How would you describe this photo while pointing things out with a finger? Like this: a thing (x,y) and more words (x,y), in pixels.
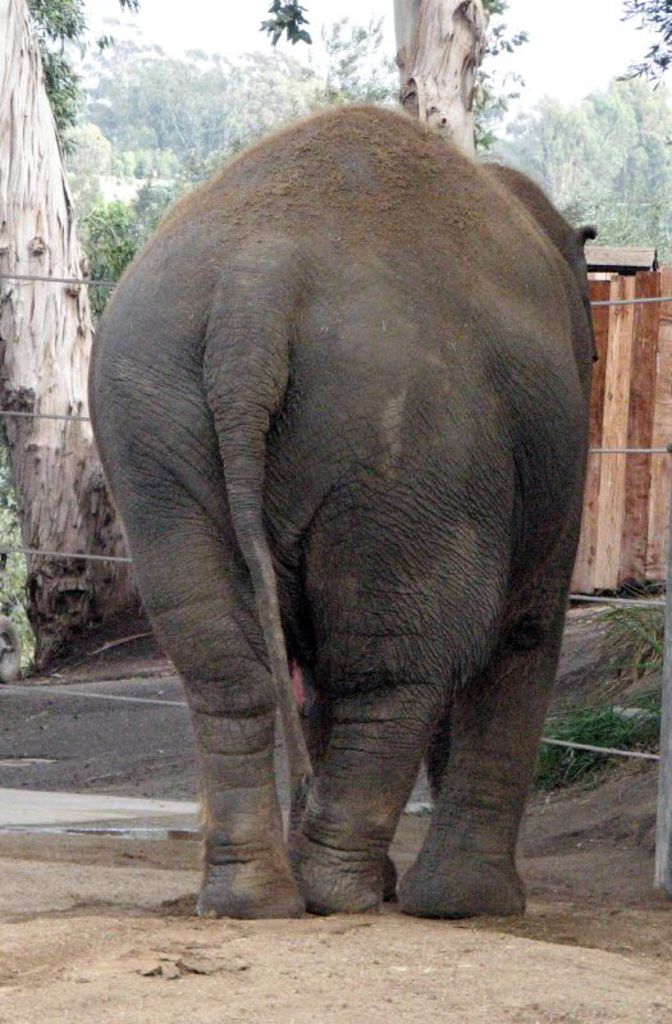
In this image I see an elephant (431,340) which is of black in color and I see the soil (99,762). In the background (48,638) I see the wires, wooden fencing (630,284) and the trees (616,167).
